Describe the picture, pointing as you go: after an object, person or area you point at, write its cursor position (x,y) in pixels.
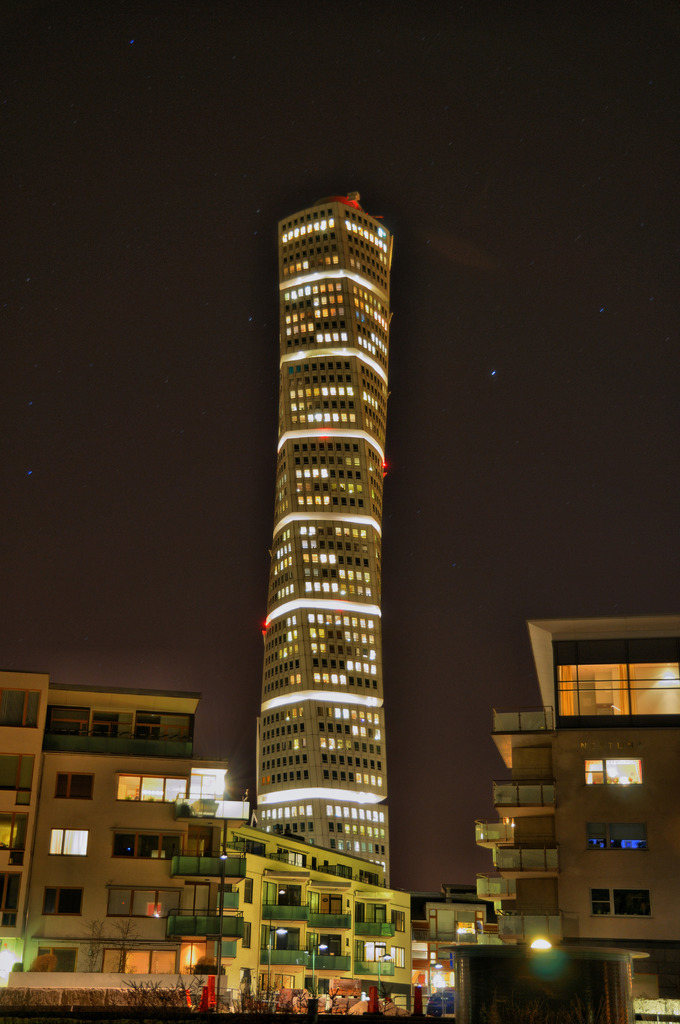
In the image we can see the buildings (209,822), tower building (273,632) and windows (76,785) of the building (102,797). Here we can see the lights (324,598) and the sky (502,550).
